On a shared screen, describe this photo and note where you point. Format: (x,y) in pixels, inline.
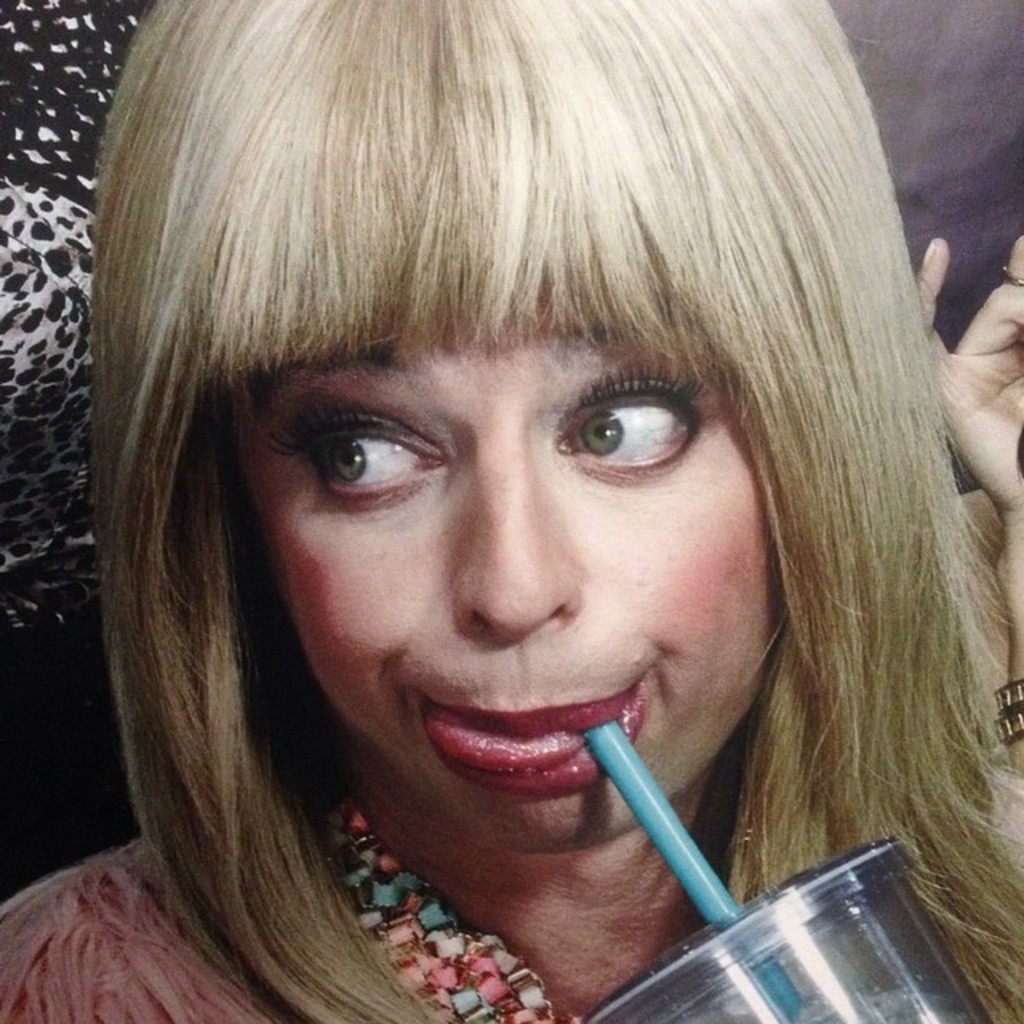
This picture describes about a person (754,574), in the middle of the image (447,574) we can see a woman (553,645), she is drinking with the help of straw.
